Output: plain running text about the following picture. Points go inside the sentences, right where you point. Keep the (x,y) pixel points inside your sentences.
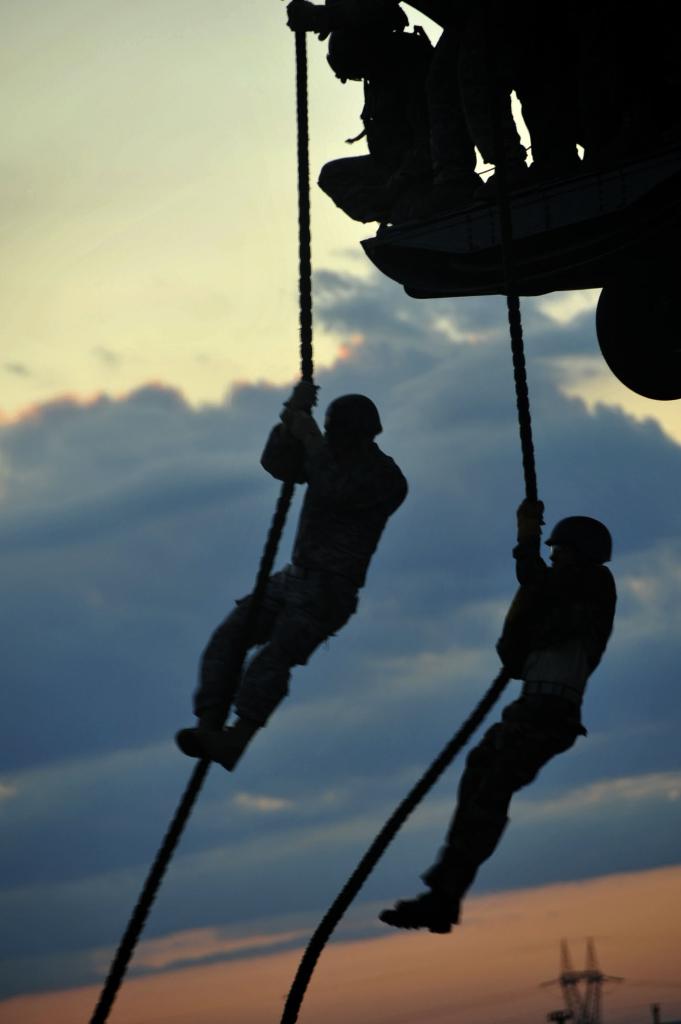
In this image two persons (355,487) are climbing on the rope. On the top (439,147) there are other persons (421,55). In the background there is a tower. The sky (294,736) is cloudy.
